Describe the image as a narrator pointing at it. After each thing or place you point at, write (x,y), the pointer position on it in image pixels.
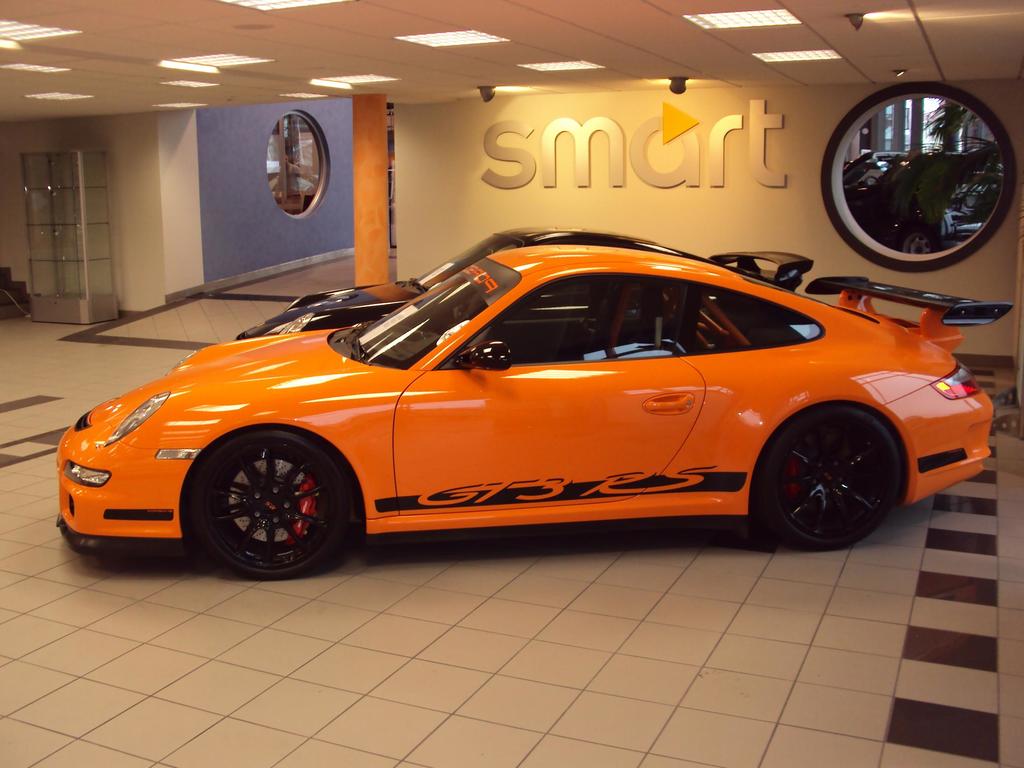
In the foreground (658,370), I can see two cars (598,446) on the floor (529,541). In the background (81,311), I can see a text (727,174) on a wall (542,160), glass windows (963,211), lights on a rooftop (537,9) and some objects (42,320) on the floor (79,325). This picture taken, maybe in a building (381,160).
